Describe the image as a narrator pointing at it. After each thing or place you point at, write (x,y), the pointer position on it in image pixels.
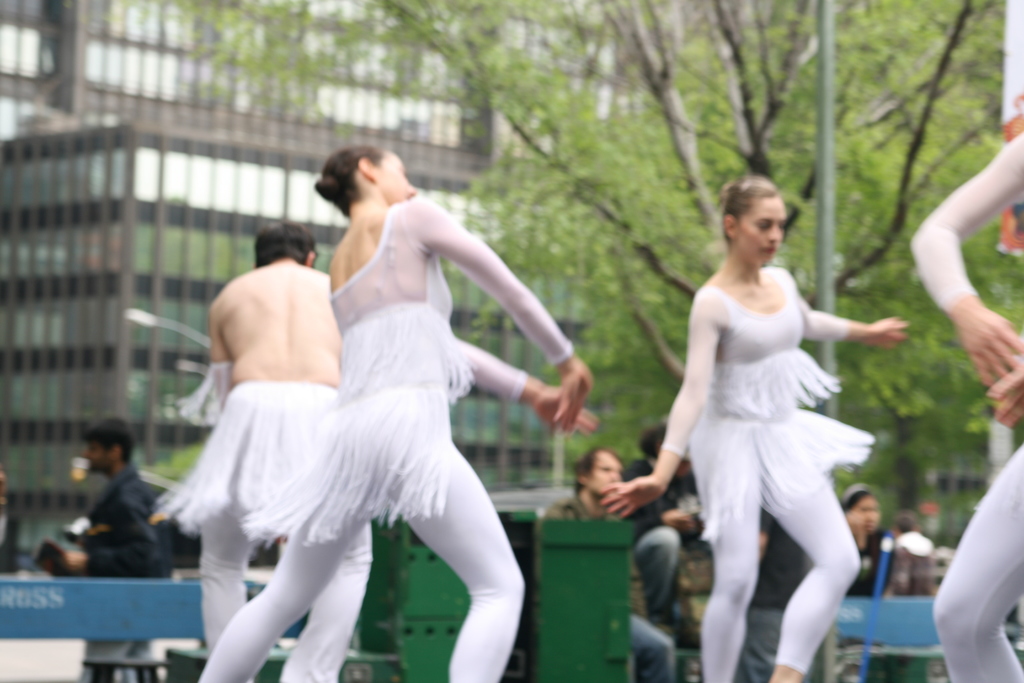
In this image, I can see a group of people (522,384) dancing. They wore white dresses (393,401). I can see few people (867,518) sitting. This looks like a tree (697,137) with branches (732,48) and leaves (857,152). Here is a building (126,152) with the glass doors (102,252). I can see an object (519,555), which is green in color.
